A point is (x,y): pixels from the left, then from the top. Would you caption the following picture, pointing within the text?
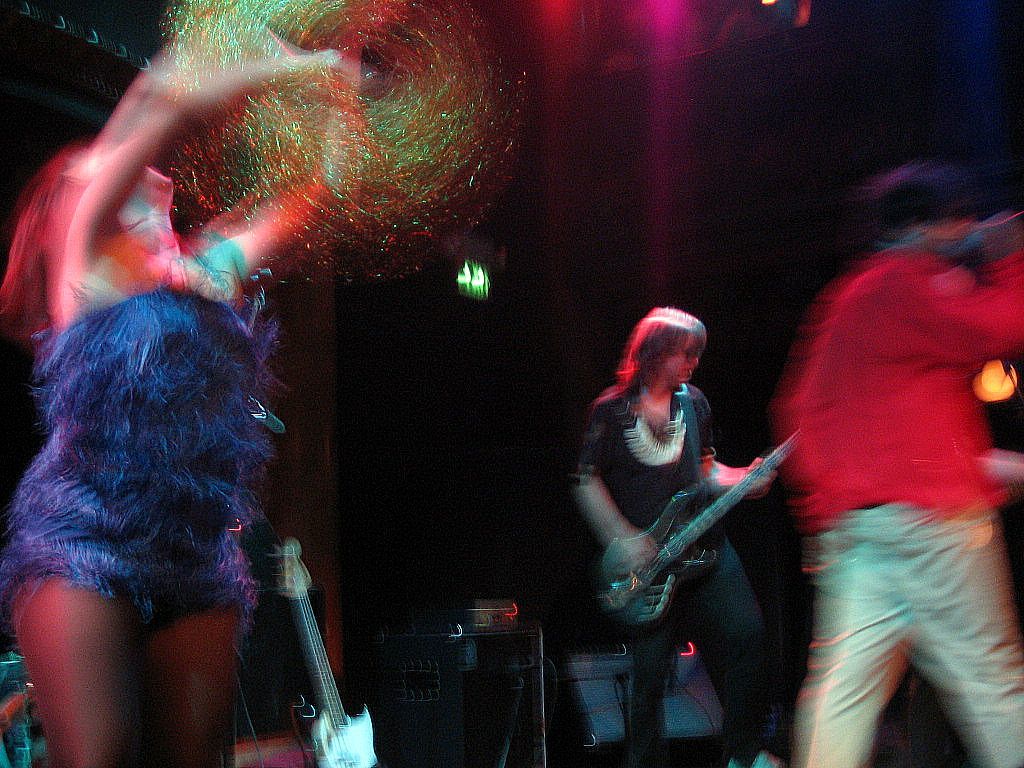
In this picture there are few musicians (896,464). The person (176,554) to the left corner (124,529) is dancing and the person (638,517) at center (640,507) is playing guitar (639,573). There are speakers (475,676), boxes (472,692) and cables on the floor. In the background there is curtain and spotlights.
